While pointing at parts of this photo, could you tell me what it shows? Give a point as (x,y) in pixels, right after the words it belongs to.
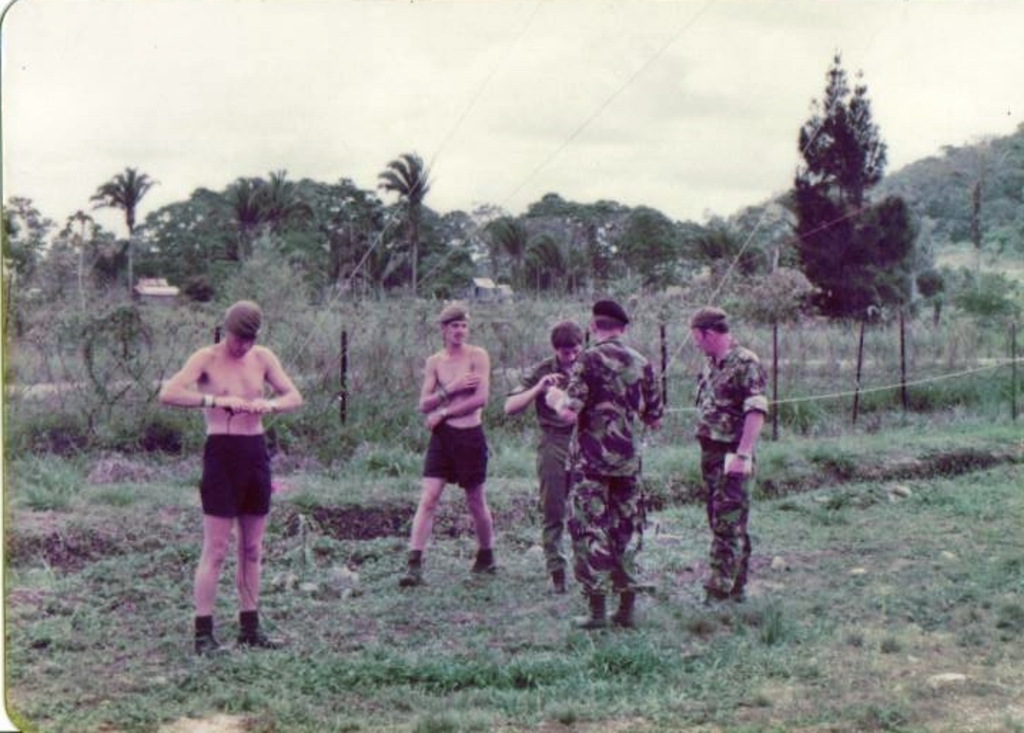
In this picture I can see group of people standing and holding something, there is grass (849,633), there are plants (953,400), trees (835,278), these are looking like houses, and in the background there is sky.
